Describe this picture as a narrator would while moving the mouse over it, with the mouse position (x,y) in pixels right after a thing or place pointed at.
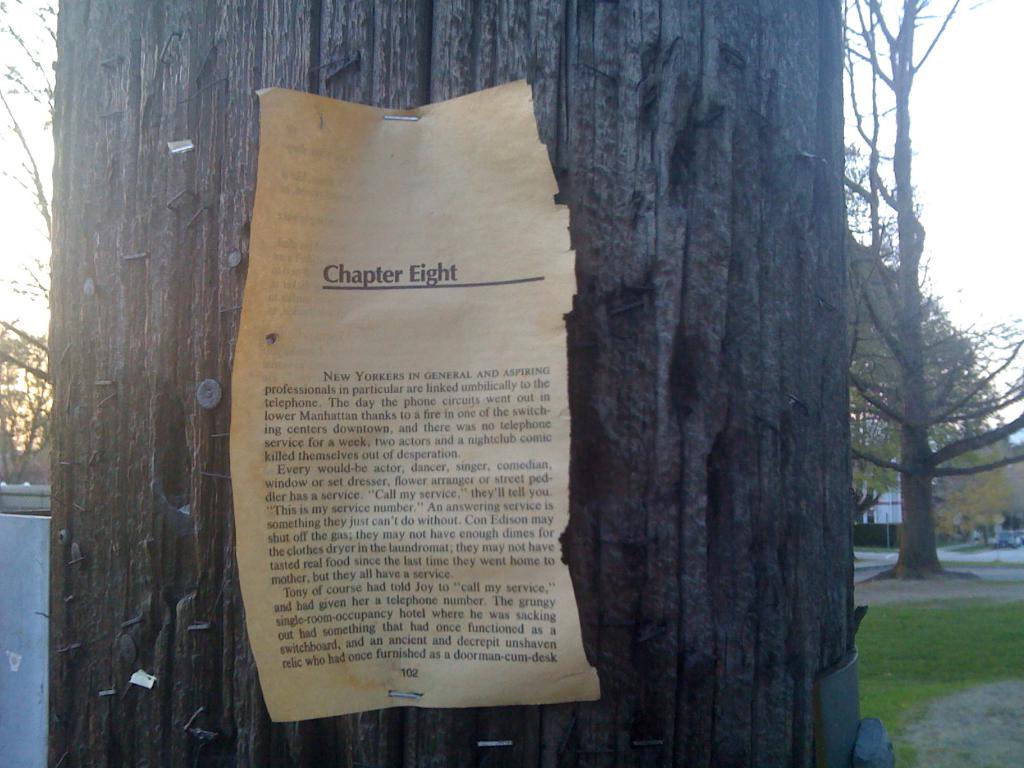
In this picture we can see a paper (263,532) on a tree trunk (609,8), grass (924,638), car (1019,539) on the road (991,550), trees (917,474) and in the background (967,210) we can see the sky (936,166).
